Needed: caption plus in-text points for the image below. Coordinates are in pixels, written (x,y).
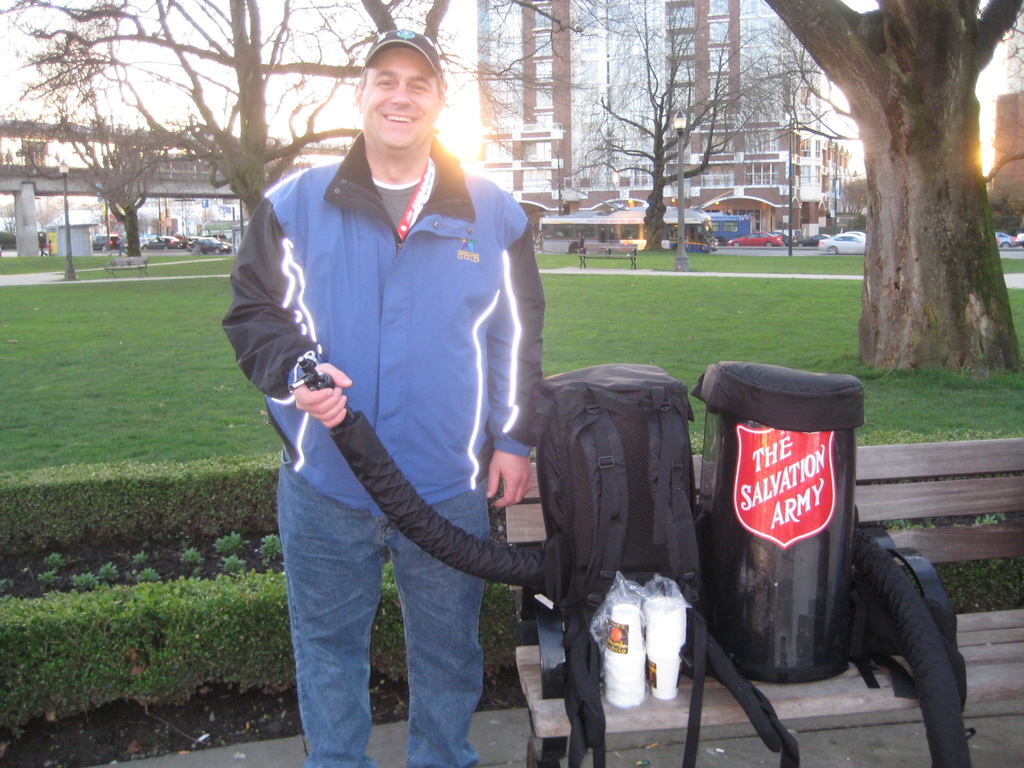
In this image we can see a man (396,160) wearing cap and he is holding something in the hand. There is a bench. On the bench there are cups (647,635), bag (652,568) and a bin (739,527). In the back (205,324) we can see bush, trees (353,133) and grass (636,294) on the ground (670,302). Also there are light poles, buildings (579,169) and vehicles (800,239). In the background (363,48) there is sky (298,54).
